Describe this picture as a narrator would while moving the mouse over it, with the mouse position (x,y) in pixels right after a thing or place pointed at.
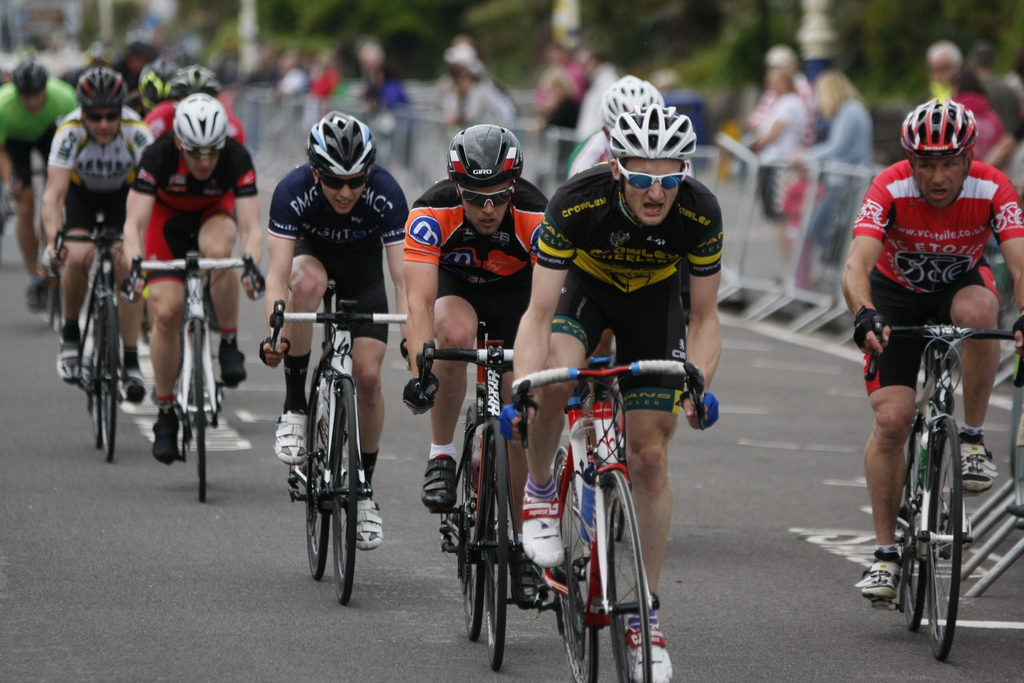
In this image, I can see a group of people (228,222) riding bicycles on the road (375,562). In the background (453,119), there are few people (379,75) standing, barricades (742,149) and trees (350,39).
